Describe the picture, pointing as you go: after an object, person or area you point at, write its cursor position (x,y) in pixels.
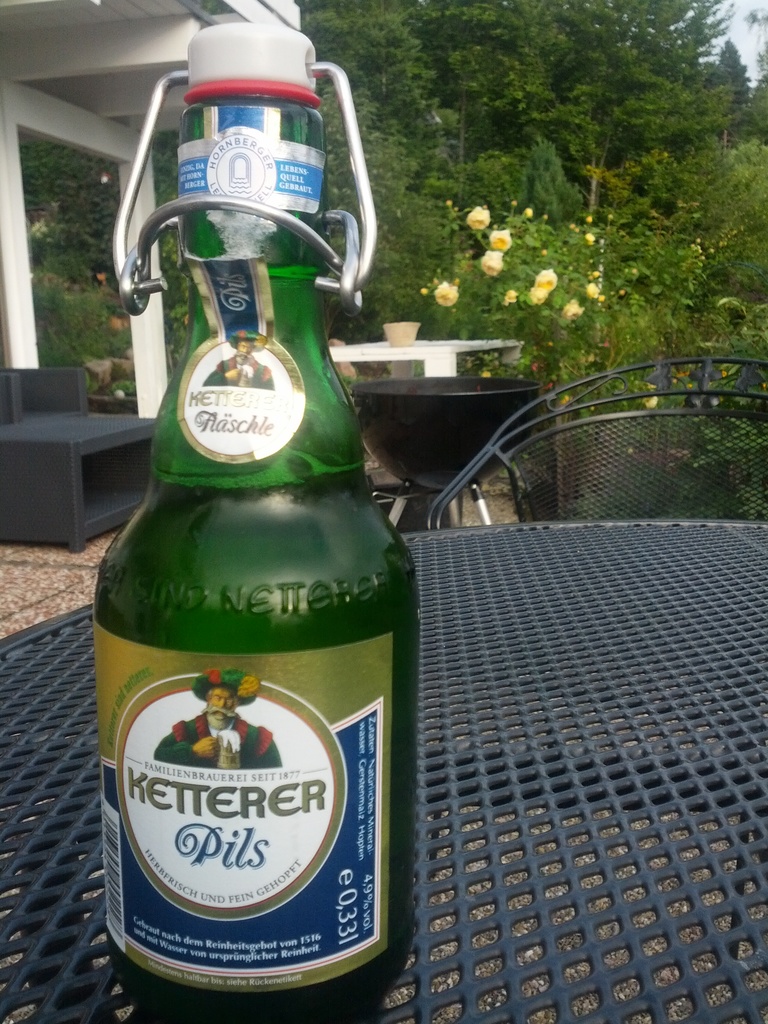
In this picture we can see a bottle (297,412) with sticker (177,683) to it and it is placed on a table (619,579) and beside to this table (644,568) we have chair (596,426), plants (600,317) and in background (547,118) we can see trees (463,87), pillar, table (449,369) bowl (398,329) on it.
